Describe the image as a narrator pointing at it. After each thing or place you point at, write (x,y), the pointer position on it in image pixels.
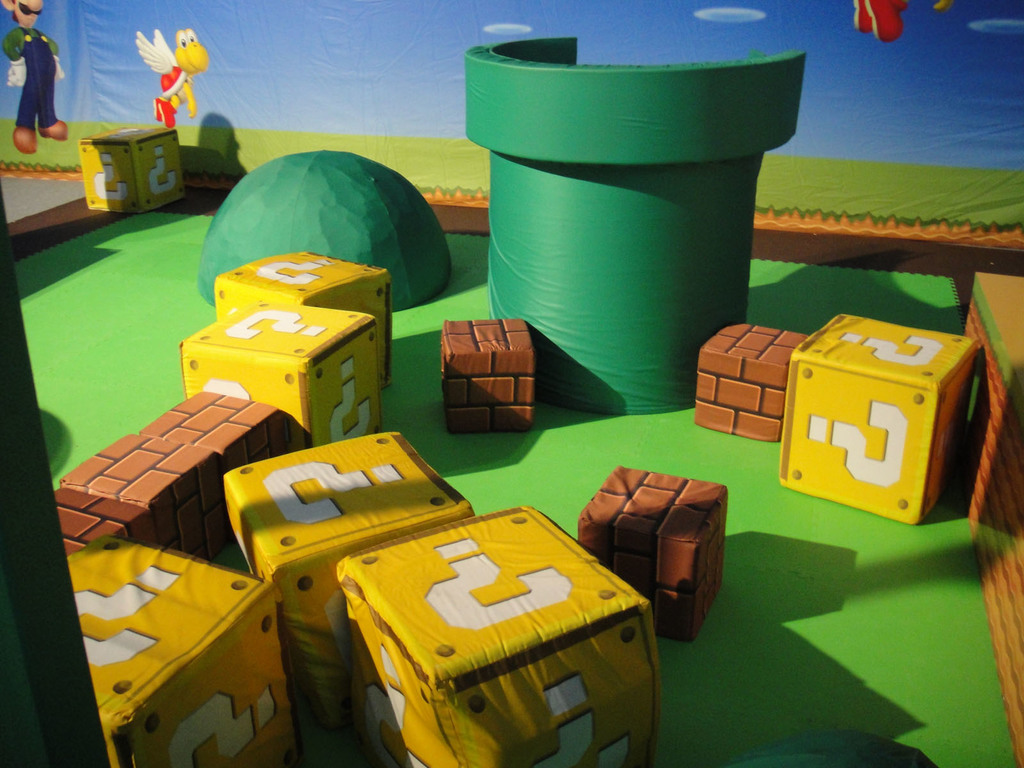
In this image I can see cubes (113,763). Few cubes (628,549) representing brick blocks (641,555) and on few cubes (420,591) there are question marks (473,615). Also there are some objects (603,343) and in the background (311,131) it looks like a banner (70,86).
